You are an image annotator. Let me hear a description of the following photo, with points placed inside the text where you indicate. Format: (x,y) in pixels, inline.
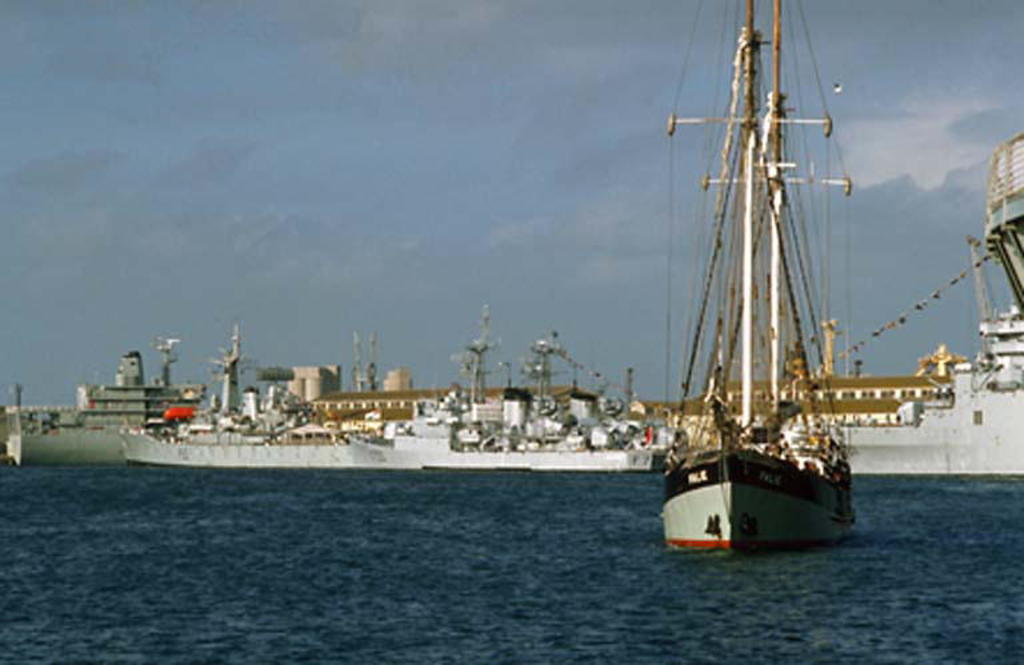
In this image we can see a boat (740,469) and also the ships (617,423) on the water (444,517). In the background (408,396) we can see the buildings (816,379) and also the sky (532,236) with some clouds (621,204).
